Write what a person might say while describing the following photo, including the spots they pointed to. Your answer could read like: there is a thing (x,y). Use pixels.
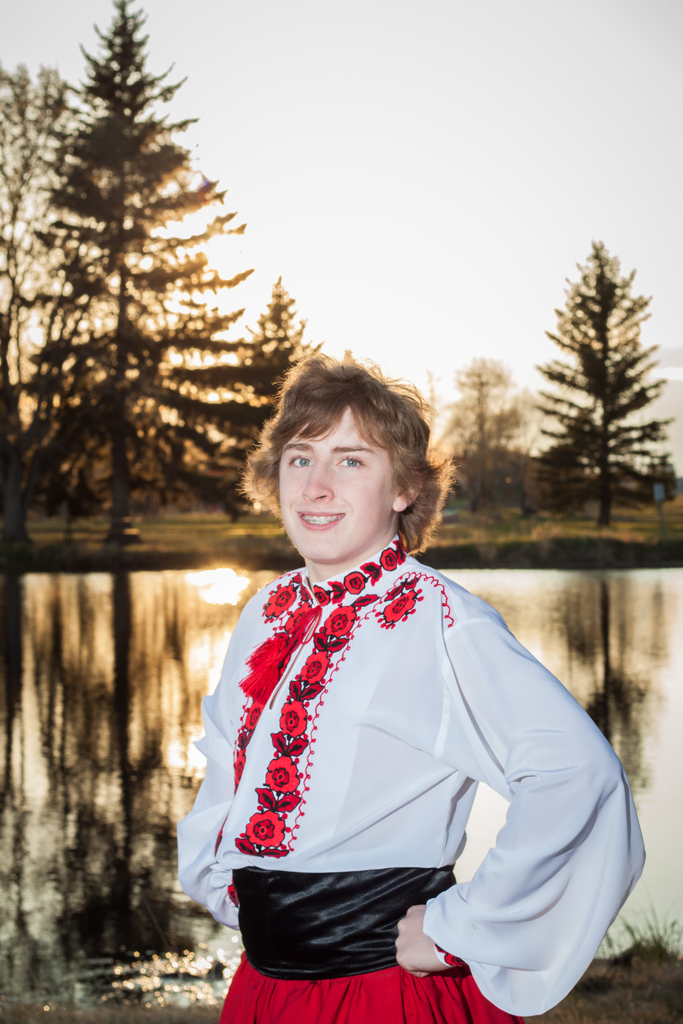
In the front of the image (355,524) I can see a person (394,658) standing and smiling. In the background of the image (440,551) it is blurry. There are trees (13,429), water (95,657) and sky (448,93). I can see a reflection (116,702) of trees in the water (152,783).
